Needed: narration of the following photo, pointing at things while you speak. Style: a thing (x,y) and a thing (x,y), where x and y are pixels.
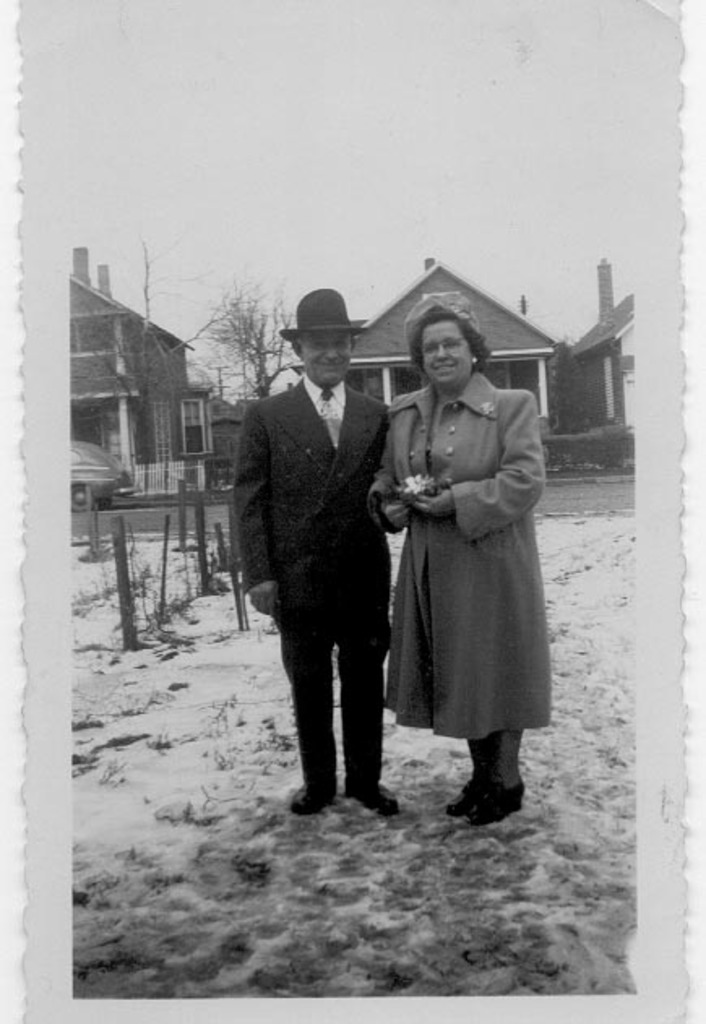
This is a black and white image where we can see a couple (367,614) standing on the snow (221,688). In the background (130,532), there are poles (117,548), road (130,520), vehicles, trees (250,301), houses (127,452) and the sky (314,146).
